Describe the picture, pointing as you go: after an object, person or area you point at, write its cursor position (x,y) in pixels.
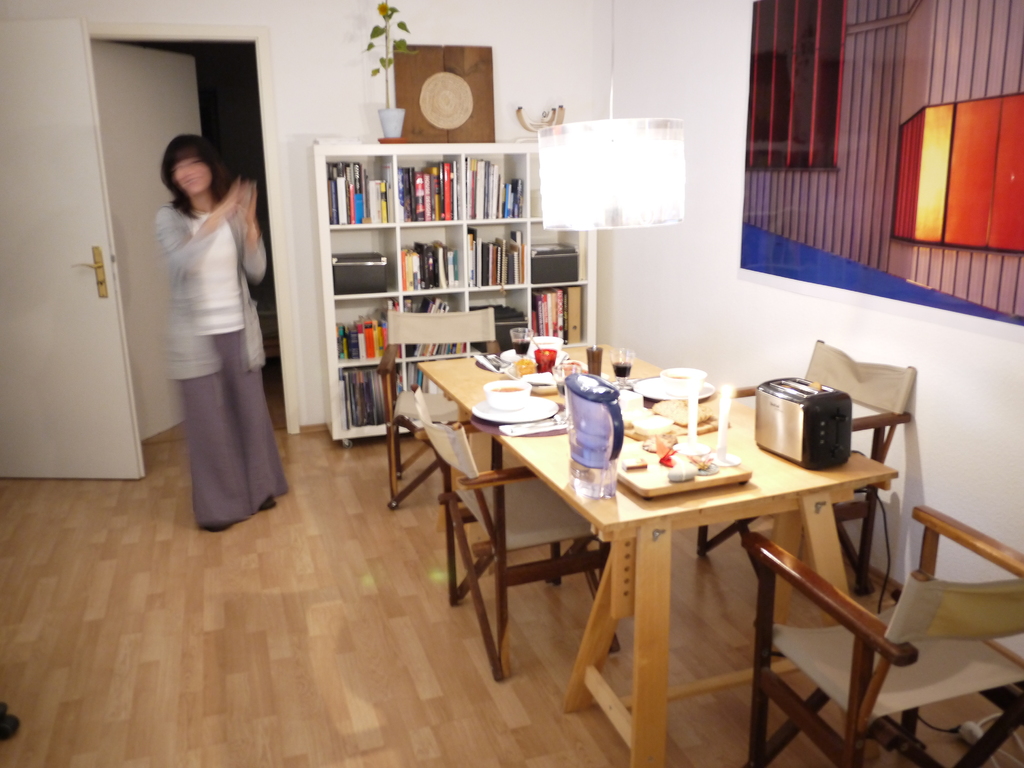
In this picture on the right side (875,621), we can see tables (758,470), chairs (452,316), a lamp (662,150) & a bookshelf (342,237) with many books (416,286). On the left side (222,503), we can see a blur image of a woman (191,149).
